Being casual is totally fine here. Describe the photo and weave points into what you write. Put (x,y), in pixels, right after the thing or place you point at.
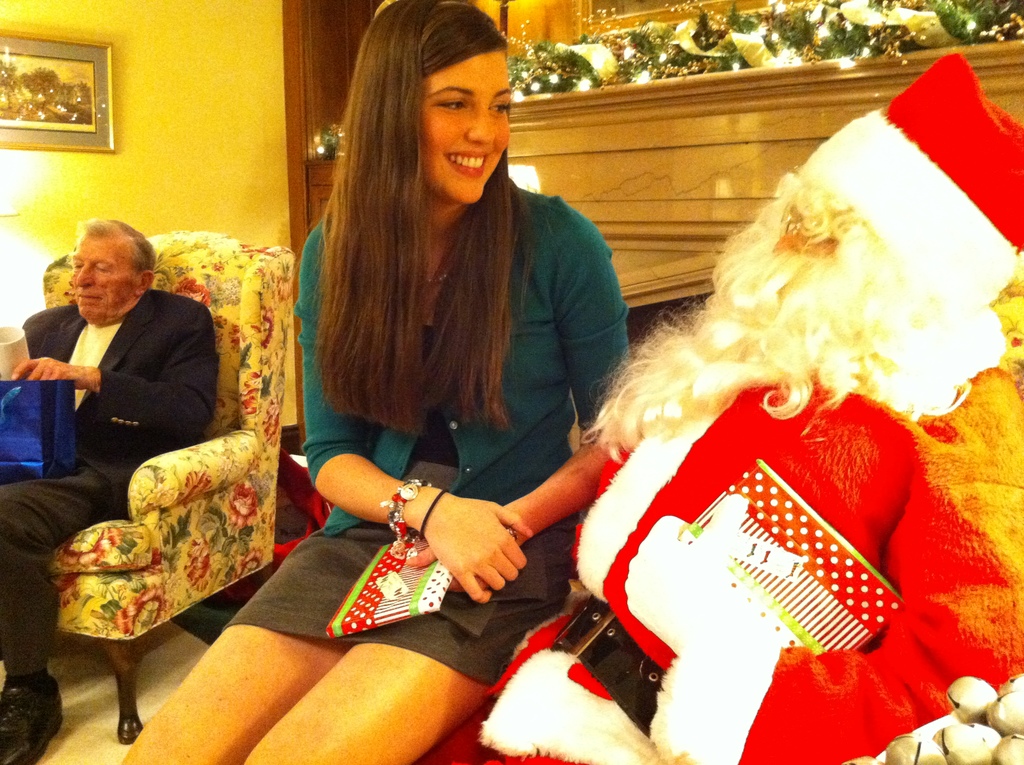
In the image we can see there is a woman (500,326) who is sitting and beside her there is a person (622,708) in santa costume (864,514) and there is a man (123,365) sitting on chair (156,480) with the cover (50,432) in his hand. At the back (620,42) on mantel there are lights (736,64) and garland (643,48) and on the wall (90,171) there is photo frame (110,139) and the girl (488,192) is smiling and holding gift (411,590) in her hand (476,536).
